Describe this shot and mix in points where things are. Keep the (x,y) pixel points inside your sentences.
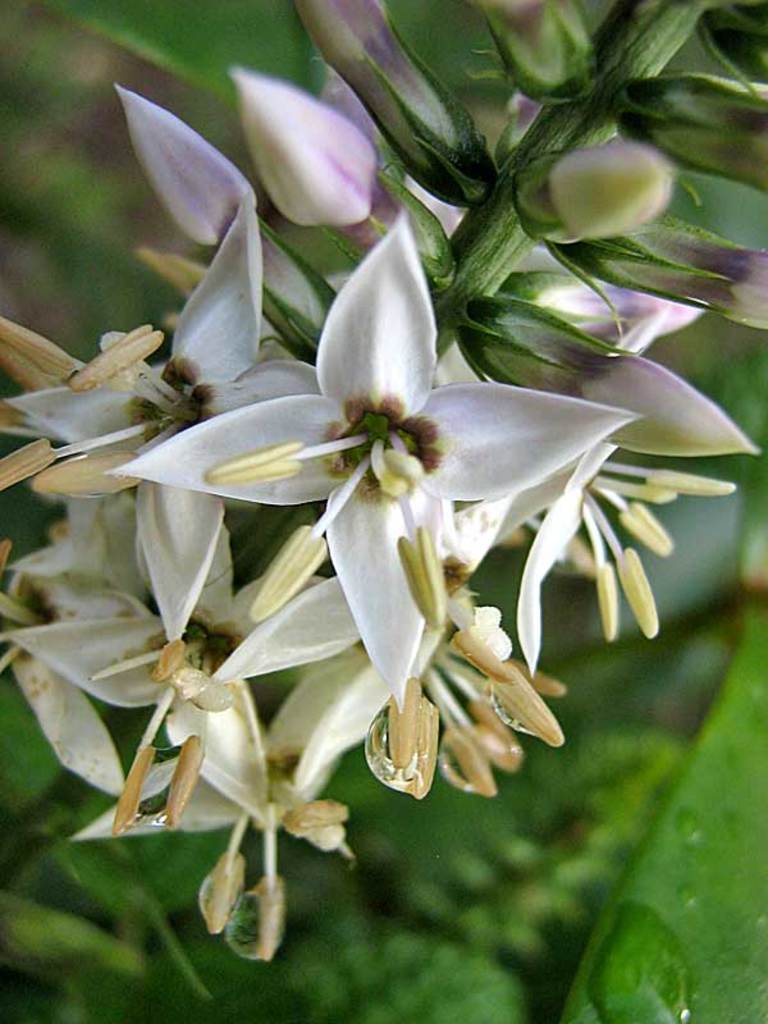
In this image we can see flowers (326,198) to the stem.
